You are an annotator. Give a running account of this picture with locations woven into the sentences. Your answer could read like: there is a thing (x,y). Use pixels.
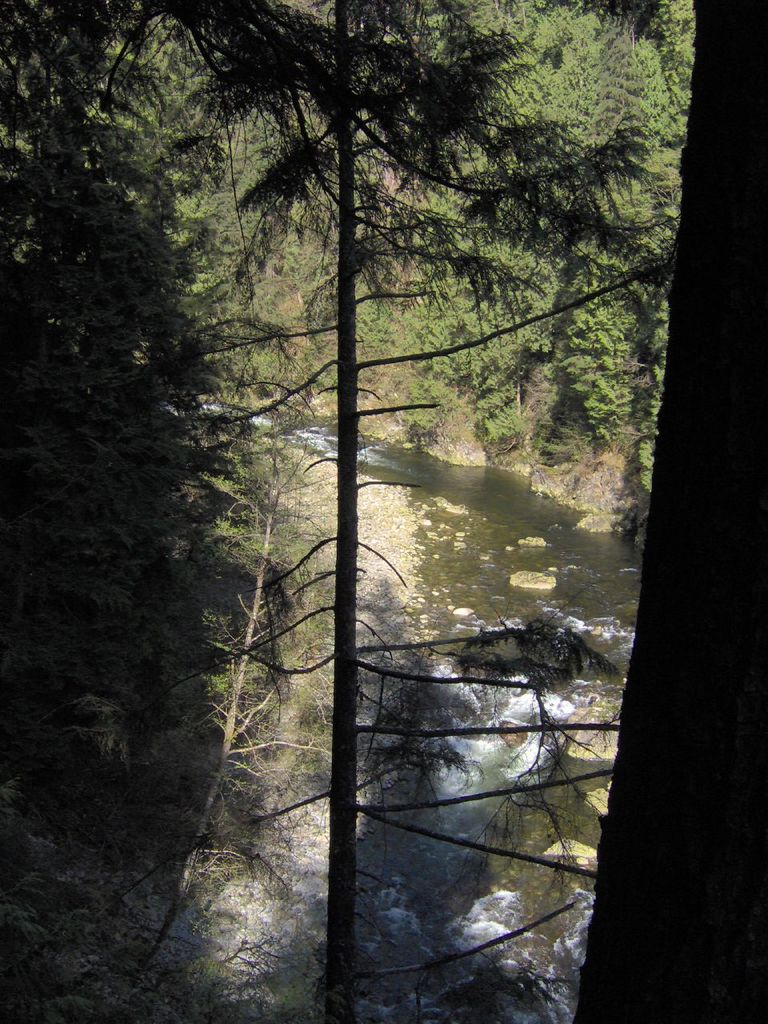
There are water (505,697) which has few rocks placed in between it and there are trees (489,383) on either sides of it.
